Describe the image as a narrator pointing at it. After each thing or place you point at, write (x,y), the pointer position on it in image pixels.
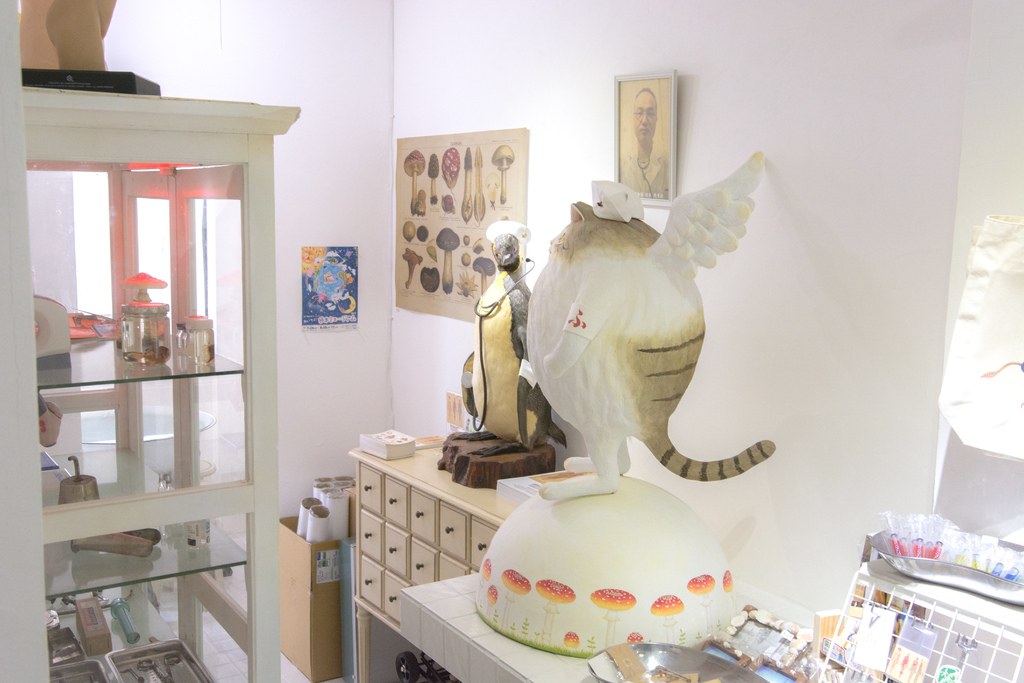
We can see a frame (664,133) and posters (401,176) on the wall (910,107). On the platforms (467,567) we can see some showpieces (517,315), stethoscope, few objects (761,671). On the left side of the picture (265,453) we can see the objects (78,644). We can see some white objects (325,530) in a cardboard box (309,626).
